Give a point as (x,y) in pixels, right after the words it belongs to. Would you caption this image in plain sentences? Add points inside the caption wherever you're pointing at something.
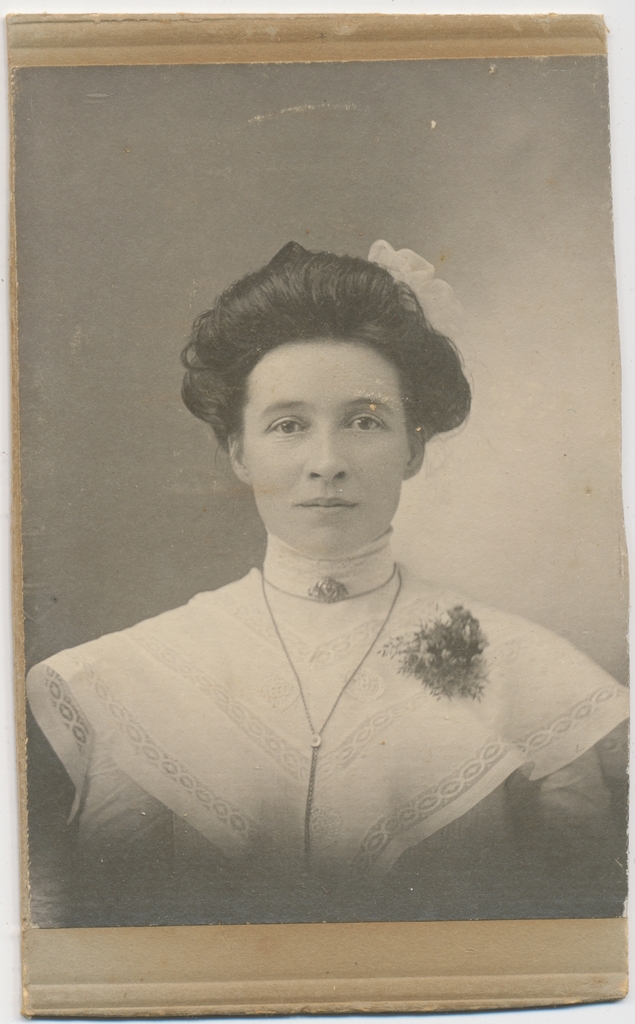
In this image we can see a photo frame (193,970) of a woman (319,683).
